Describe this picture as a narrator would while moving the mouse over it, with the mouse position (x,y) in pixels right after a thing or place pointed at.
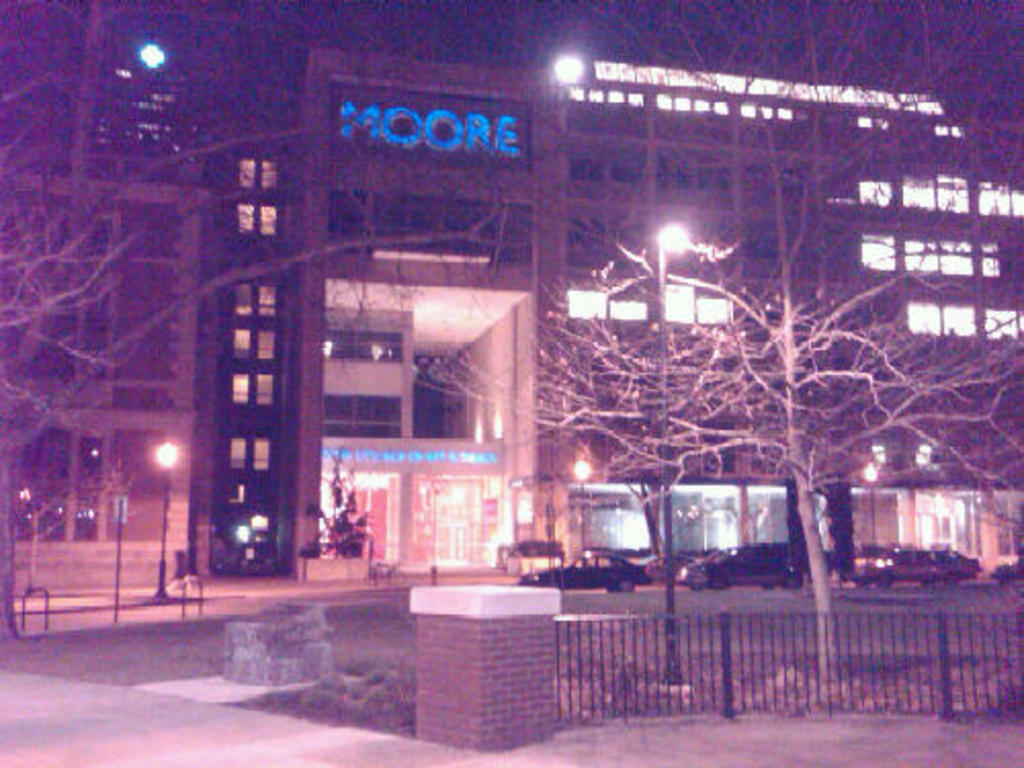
In the image there is a building (394,236), it looks like some hospital (530,187) and in front of the building (323,519) there are few vehicles (597,561) and trees (8,470) and also a fencing (733,645).
